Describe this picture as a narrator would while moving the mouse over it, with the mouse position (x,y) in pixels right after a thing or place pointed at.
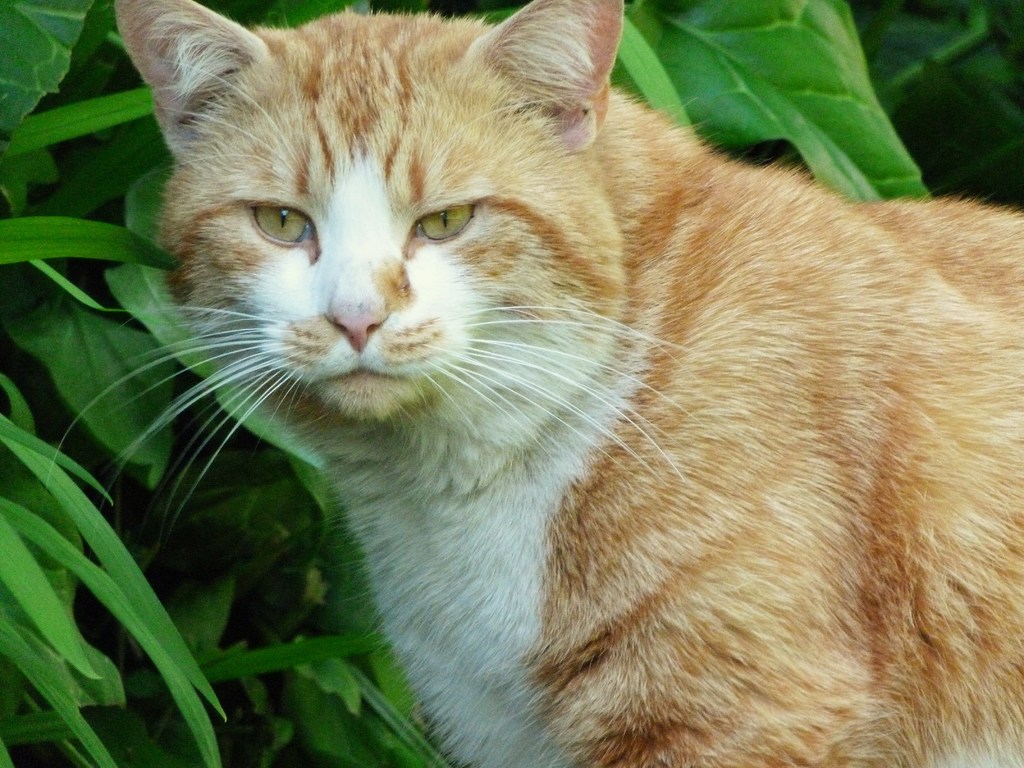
In this image there is a cat (539,351) truncated towards the right of the image (822,396), at the background of the image (75,209) there are plants (79,361) truncated.
